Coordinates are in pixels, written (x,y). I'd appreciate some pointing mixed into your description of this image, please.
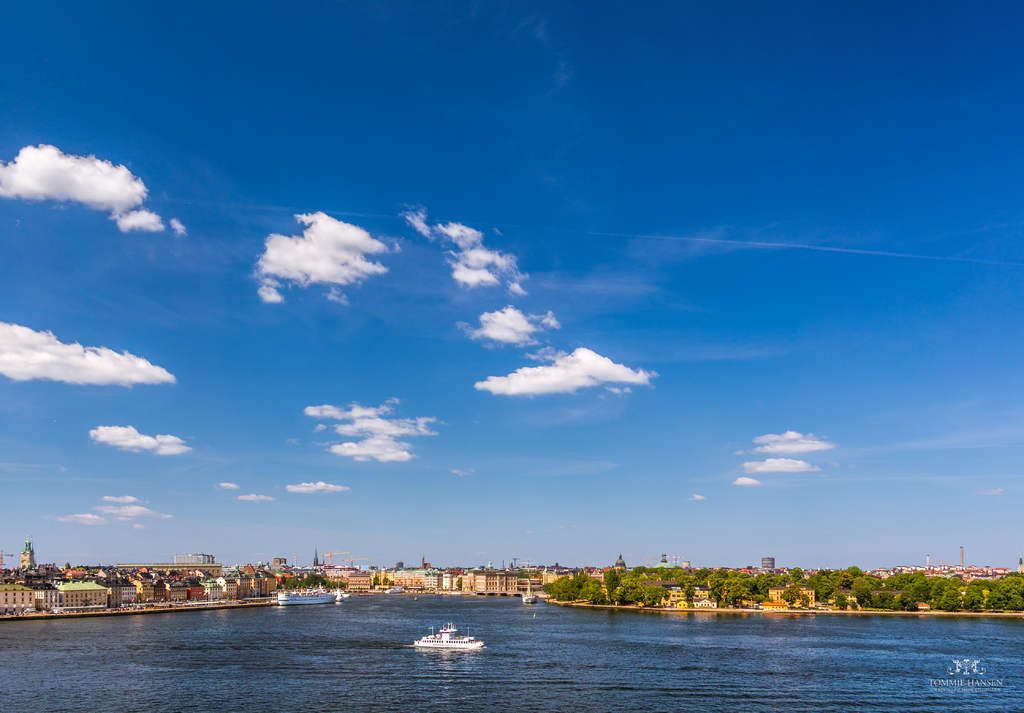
In this image, there are a few ships (442,642) sailing on the water (344,603). We can also see some buildings (701,590). There are a few trees (961,589), poles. We can also see the sky (997,557) with clouds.
